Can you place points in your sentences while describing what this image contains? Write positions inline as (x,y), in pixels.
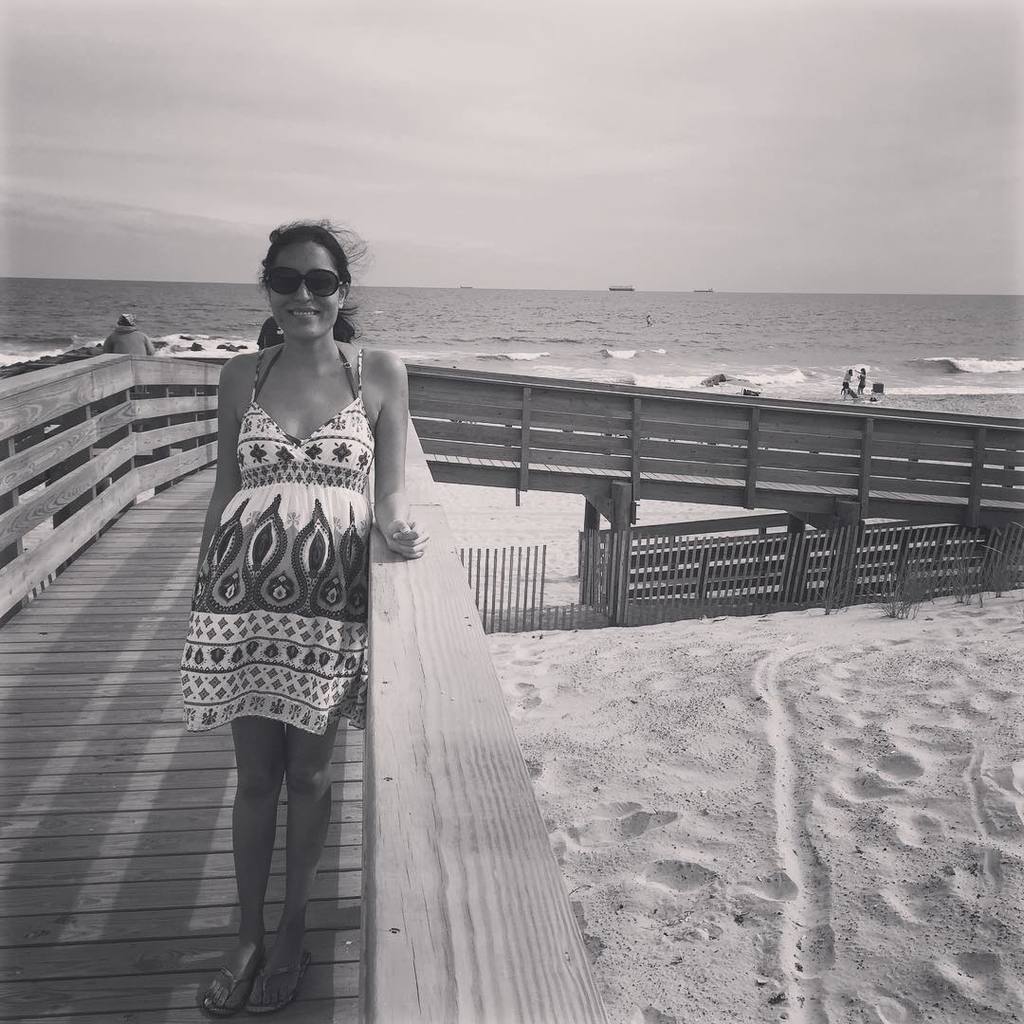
In this image we can see a few people (328,483), a lady (291,663) is standing on the wooden path (168,494), also we can see the sky (897,244), and the ocean (644,327).
